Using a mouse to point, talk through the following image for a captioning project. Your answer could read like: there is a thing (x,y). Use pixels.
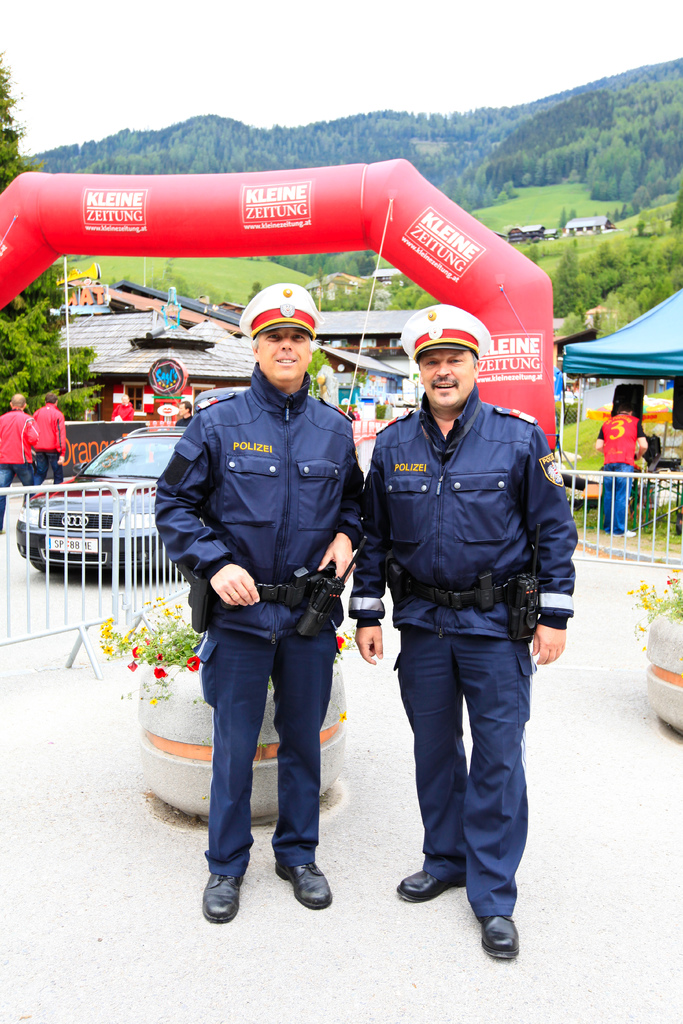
2 cops (371,527) are standing. Behind them there is a fencing (66,501), car (42,562), other people (41,459). There are tents (630,379), trees (621,303) and hills (675,153) at the back (382,153).
